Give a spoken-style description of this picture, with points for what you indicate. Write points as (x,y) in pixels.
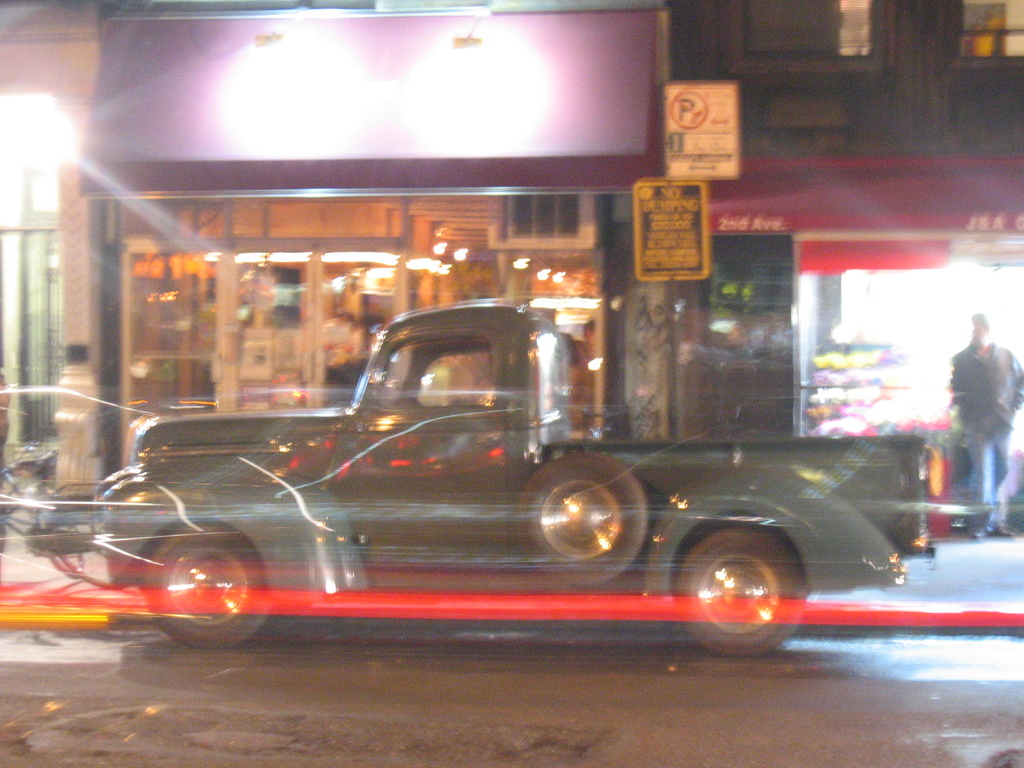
In this image we can see a vehicle (559,503), name boards (655,254), lights (917,295), person (995,452), buildings (653,378) and other objects (982,43). At the bottom of the image (662,692) there is the road (526,719).
